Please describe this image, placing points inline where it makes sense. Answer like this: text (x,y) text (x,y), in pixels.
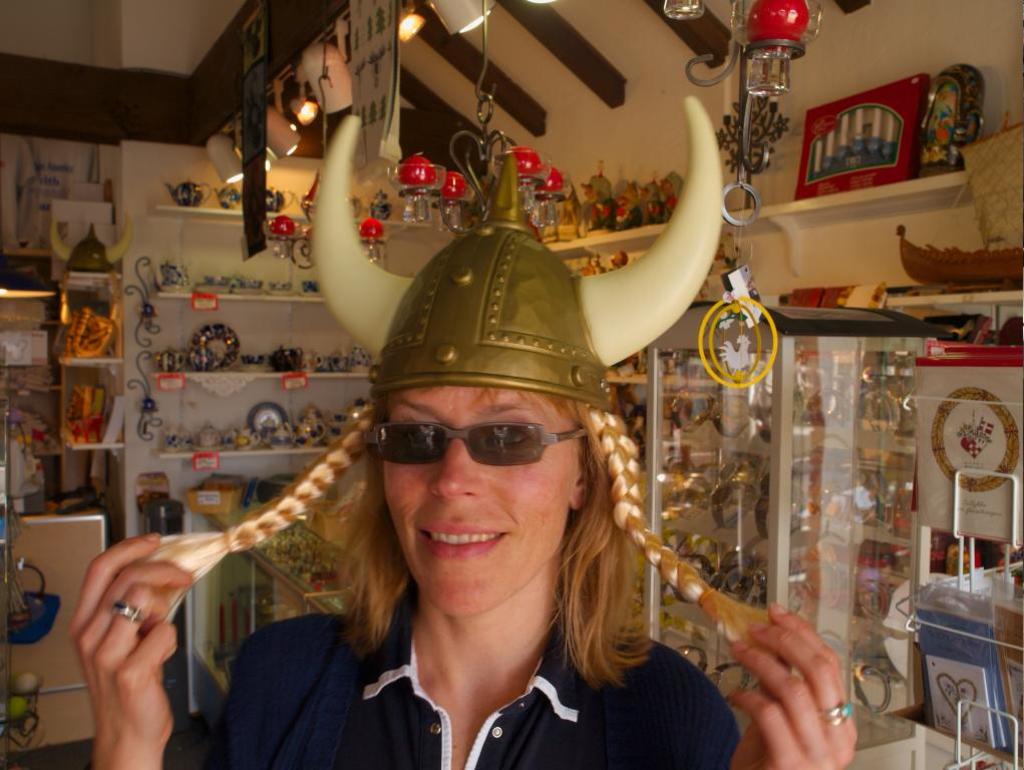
In this image I see a person (370,539) who is wearing a t-shirt (398,746) and I see that the person (442,421) is wearing a helmet (448,334) on her head (421,296). In the background (81,192) I see number of things (1011,252) in these racks (310,377) and I see the lights (316,47) and I see the wall (678,120).
